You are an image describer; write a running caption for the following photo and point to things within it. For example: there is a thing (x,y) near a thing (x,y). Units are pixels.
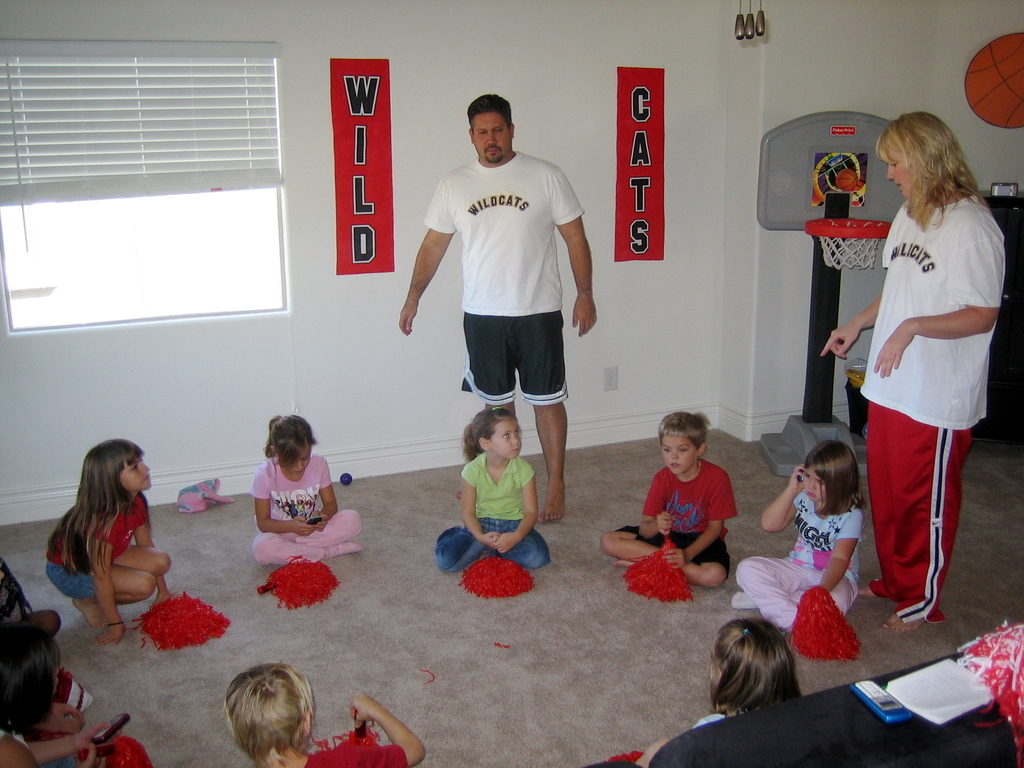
In this image I can see few children (84,740) are sitting and two persons (874,357) are standing. In the background (596,183) I can see the window blind (173,99) and two red color objects (378,148) attached to the wall (619,363) and the wall (678,331) is in white color and I can also see the basketball goal post (843,238). In front (961,667) I can see the mobile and the book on the black color surface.
